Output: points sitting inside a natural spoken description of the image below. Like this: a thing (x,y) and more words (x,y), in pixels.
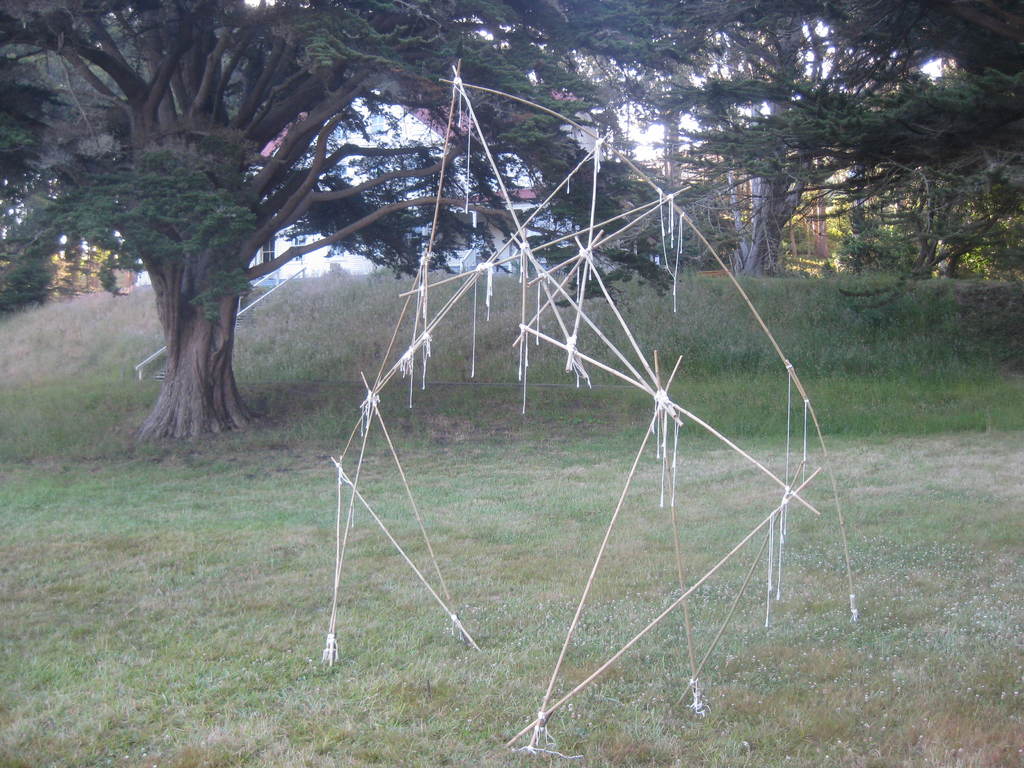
In the center of the image (550,276) we can see sticks (552,305) which are tied with ropes (489,302). In the background of the image (542,361) we can see the trees (390,268) and grass (500,454). At the bottom of the image (402,624) we can see the ground (343,523). At the top of the image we can see the sky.
